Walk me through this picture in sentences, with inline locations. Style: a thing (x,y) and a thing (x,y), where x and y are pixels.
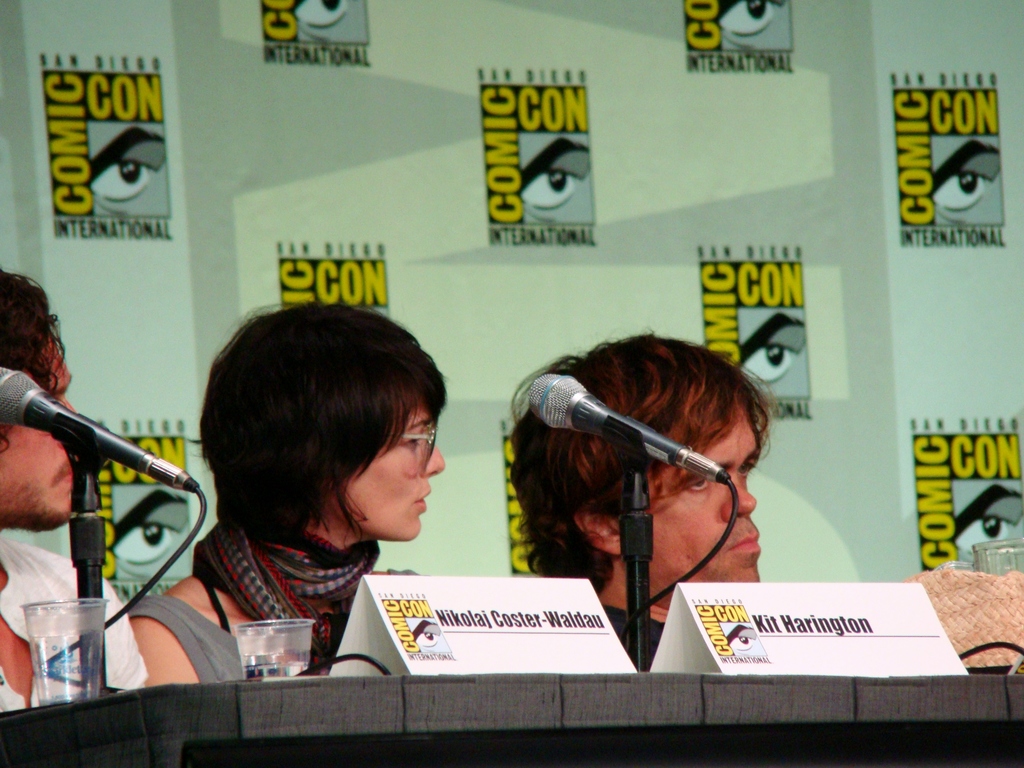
In this image I can see few people (370,510). In front (850,590) I can see mics (571,410), stands (93,526), glasses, boards (795,640) and few objects (955,607). Back I can see few posters (330,42) attached to the wall (818,236).
